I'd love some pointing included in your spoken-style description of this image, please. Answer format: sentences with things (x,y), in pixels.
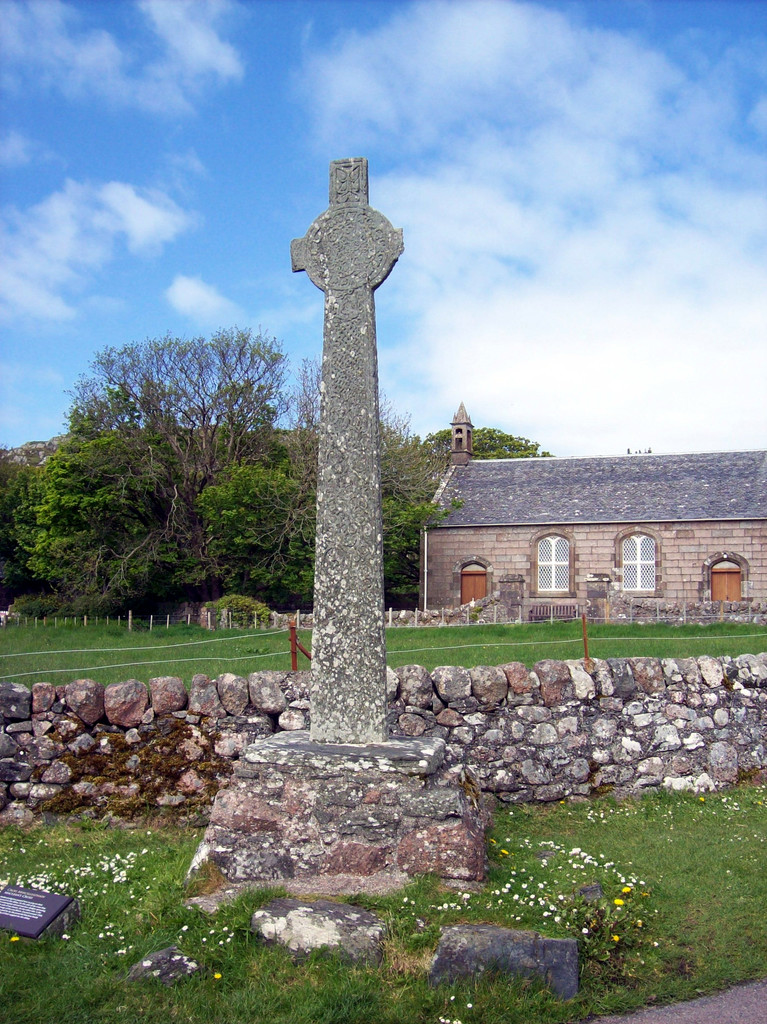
In the foreground of the picture (261,789) there are stones (329,926), flowers (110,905), and a sculpture (356,228). In the center of the picture (404,627) it is field (45,659). In the background (232,519) there are trees (51,497) and house (608,536). At the top (159,136) it is sky (422,121), sky (359,101) is partially cloudy.
